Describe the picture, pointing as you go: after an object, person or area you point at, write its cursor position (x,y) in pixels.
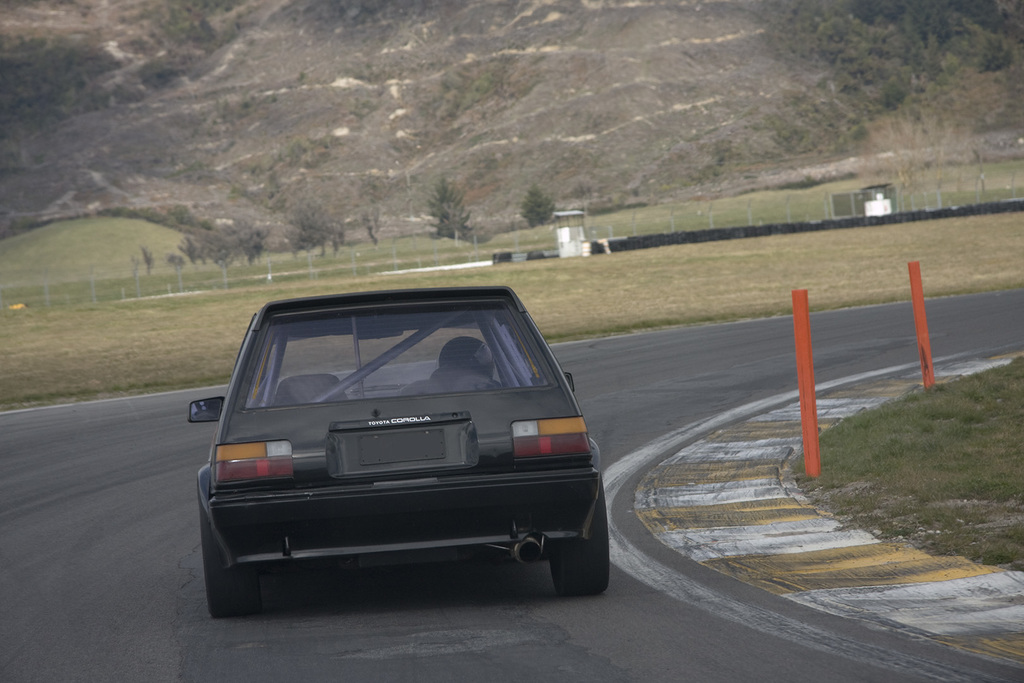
In this picture we can see a car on the road (448,663) and in the background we can see trees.
